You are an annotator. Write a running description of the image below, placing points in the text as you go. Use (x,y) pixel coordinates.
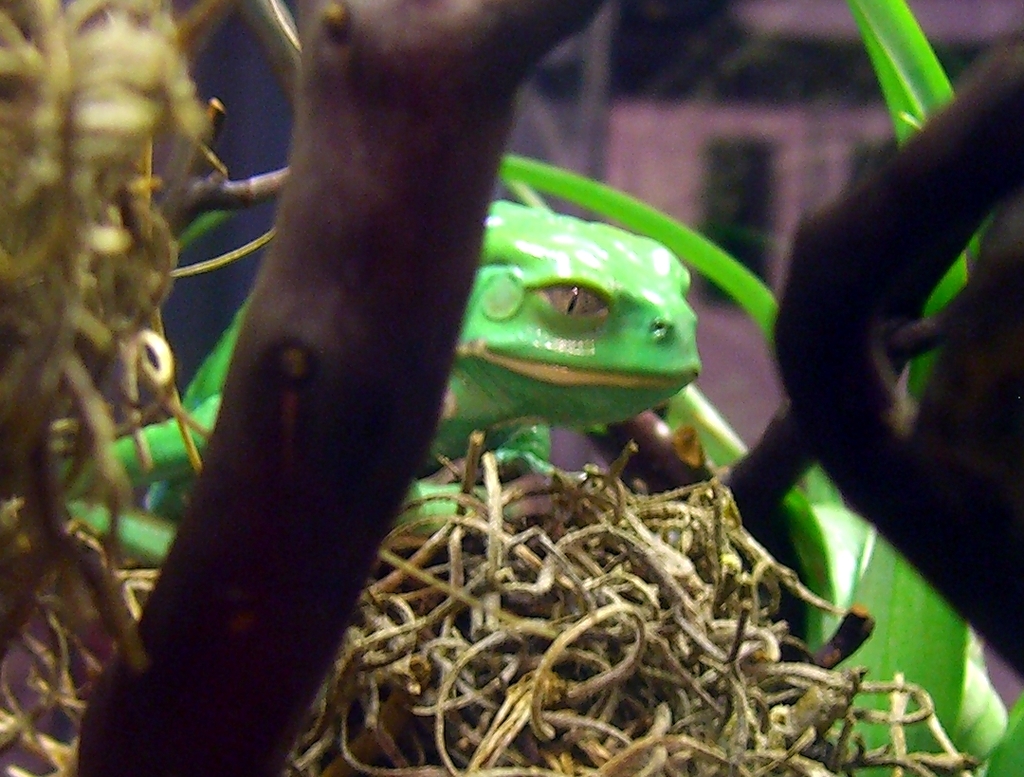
In this image we can see a green frog (587,253) on the dried grass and we can also see a branch (328,219).
